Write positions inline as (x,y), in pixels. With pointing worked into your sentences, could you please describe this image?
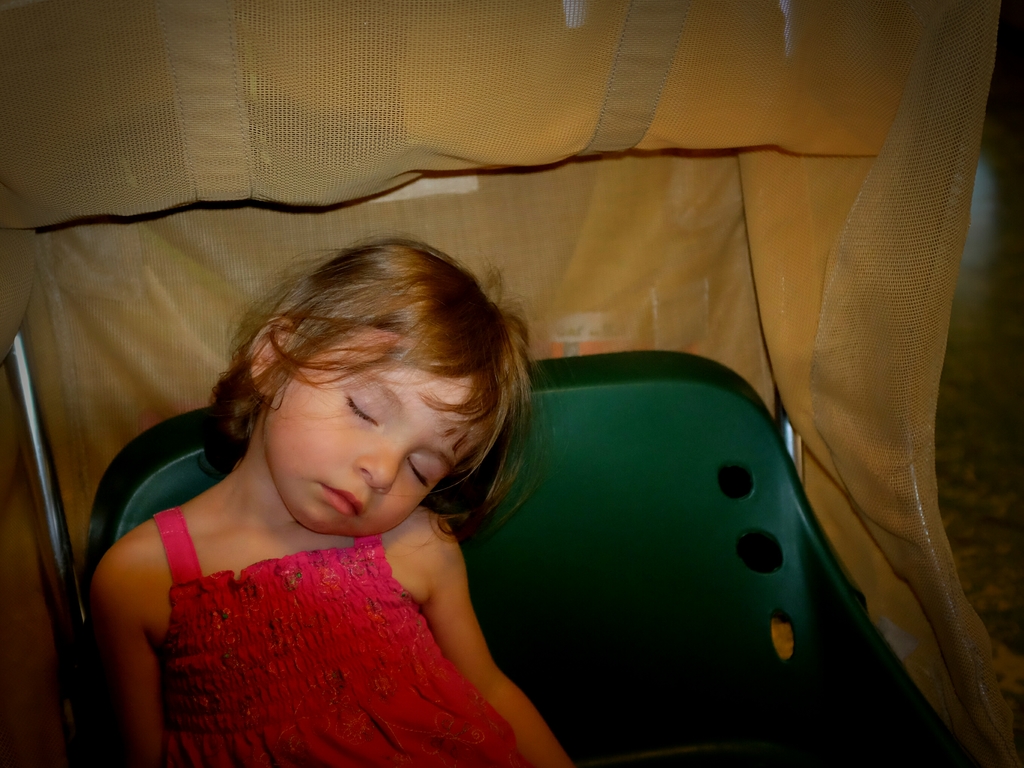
In the image we can see a girl (315,619) wearing clothes (288,627) and she is sleeping. This is a seat (615,591), cloth (814,395) and floor (968,454).
